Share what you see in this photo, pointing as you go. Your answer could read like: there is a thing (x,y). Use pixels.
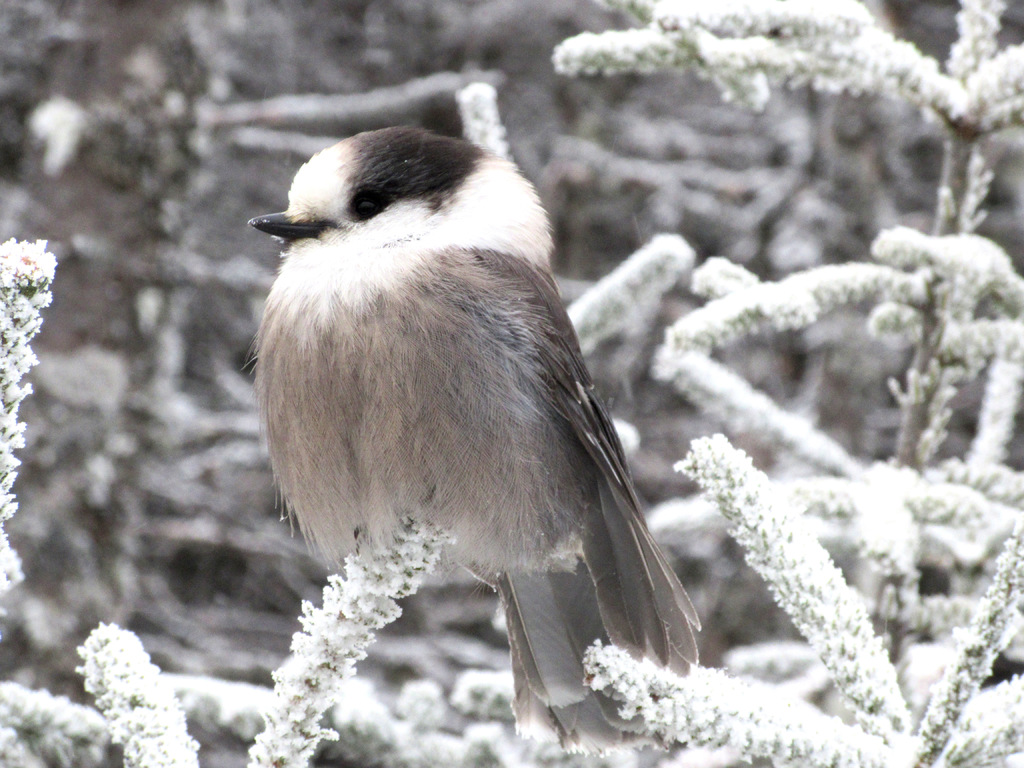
Here we can see a bird (665,560) on a plant (293,701). In the background (231,239) the image is not clear but we can see plants (307,139).
